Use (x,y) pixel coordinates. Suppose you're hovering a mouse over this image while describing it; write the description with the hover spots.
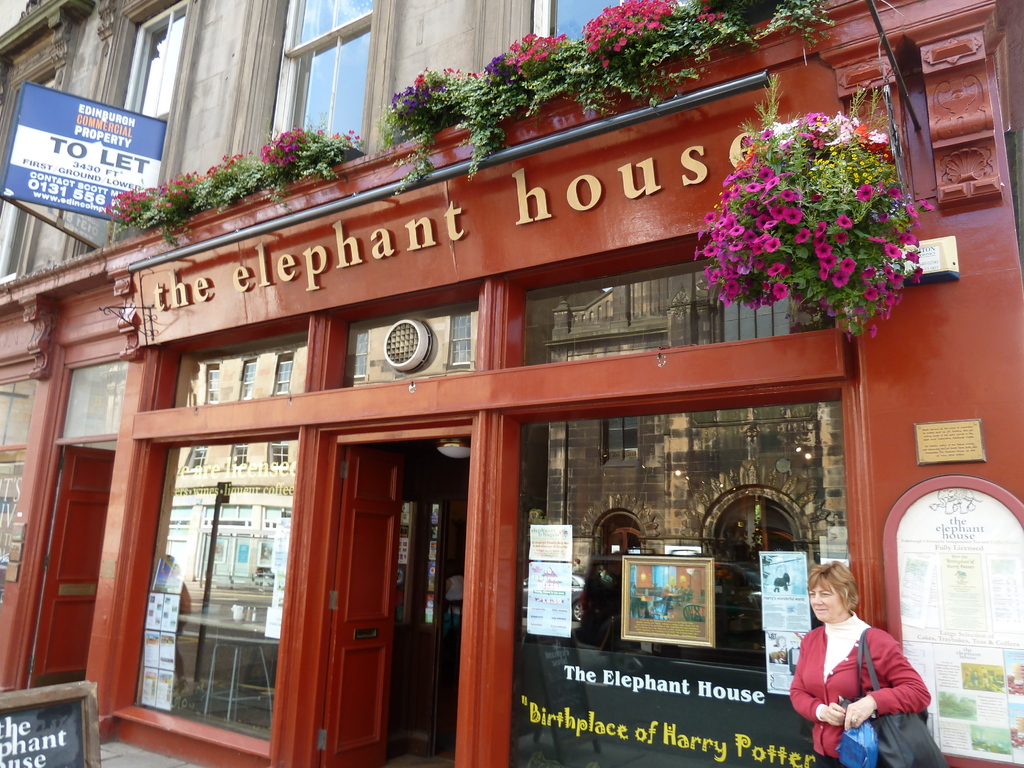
this is the building (977,451). outside the building (761,620) a woman (807,661) standing holding a handbag (895,730), we can see the small flower plants (764,143) on the top (142,198). we can see a display board (94,129) on the left side of the building (110,304), displaying the to let on it.
